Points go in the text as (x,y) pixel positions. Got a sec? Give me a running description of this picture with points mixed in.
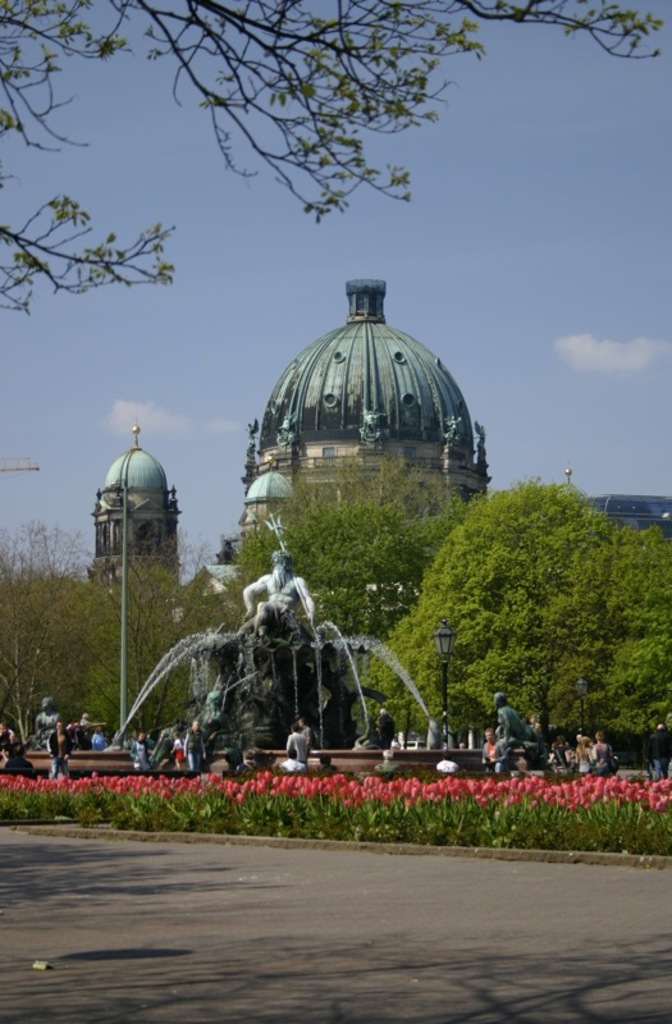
In this image I can see the statues (245,674) and the fountains (253,679). To the side of the statues (232,679) I can see the group of people (290,756) with different color dresses (4,740), light poles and the plants (270,788) with flowers (191,782). I can see these flowers (351,798) are in pink and red. In the background (211,615) I can see many trees (354,597), buildings (308,452), clouds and the sky (350,212).
